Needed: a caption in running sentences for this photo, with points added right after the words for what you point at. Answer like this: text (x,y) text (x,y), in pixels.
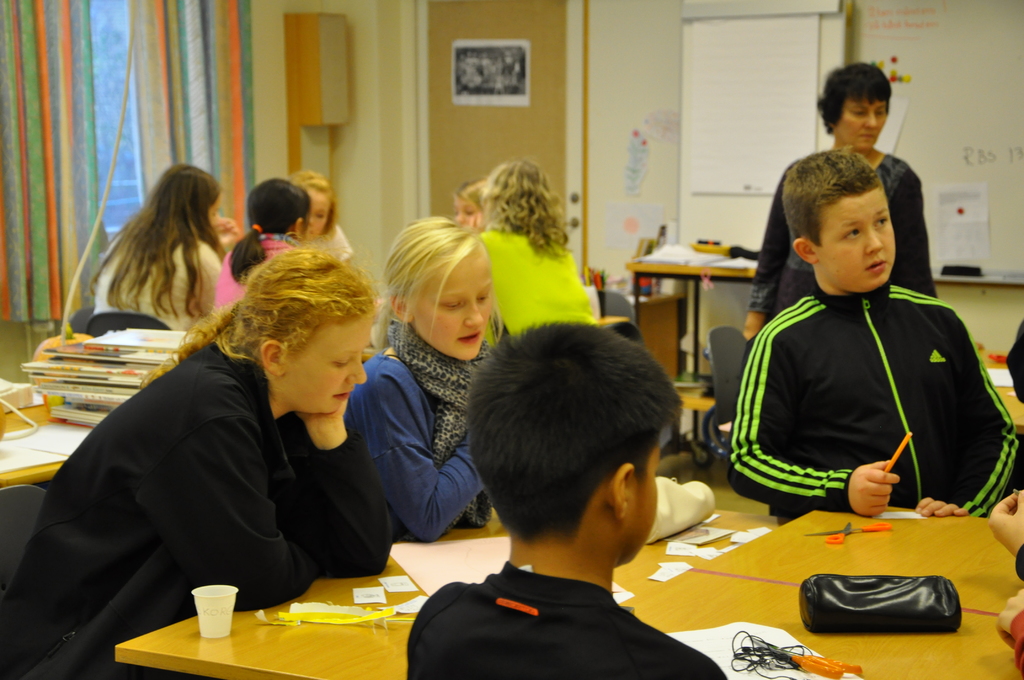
In this image there are a few people (458,268) sitting and one is standing, in front of them there are tables (36,476) with some books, papers (480,579), bags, cables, glass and a few other objects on top of it. In the background (505,105) there are a few posters (494,81) and papers (489,99) are attached to the wall (375,89), there is a window (94,46) with curtains (150,35) and there is a board (779,147) hanging on the wall (666,90). One of them is holding a pen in his hand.
